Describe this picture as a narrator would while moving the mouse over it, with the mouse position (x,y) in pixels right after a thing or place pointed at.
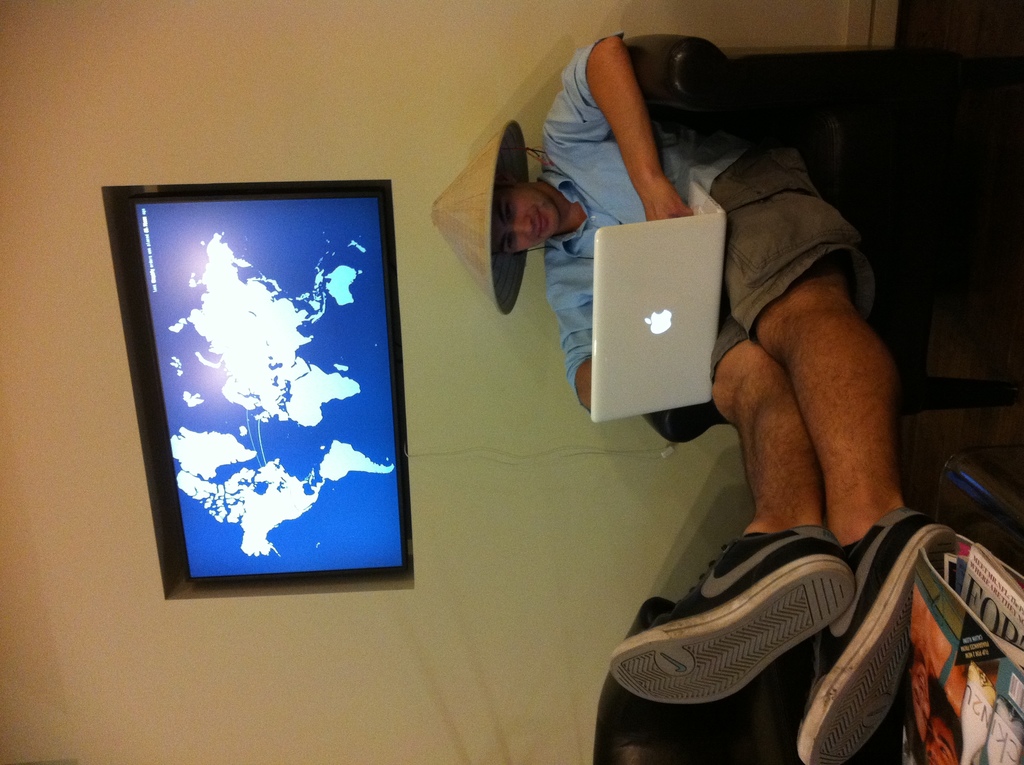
In this picture we can see a person (667,134) sitting on a sofa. There is a laptop (655,340) on the lap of this person (760,429). We can see a few books (968,567) on the right side (956,567). There is a Television (214,520) on the wall (270,180).
